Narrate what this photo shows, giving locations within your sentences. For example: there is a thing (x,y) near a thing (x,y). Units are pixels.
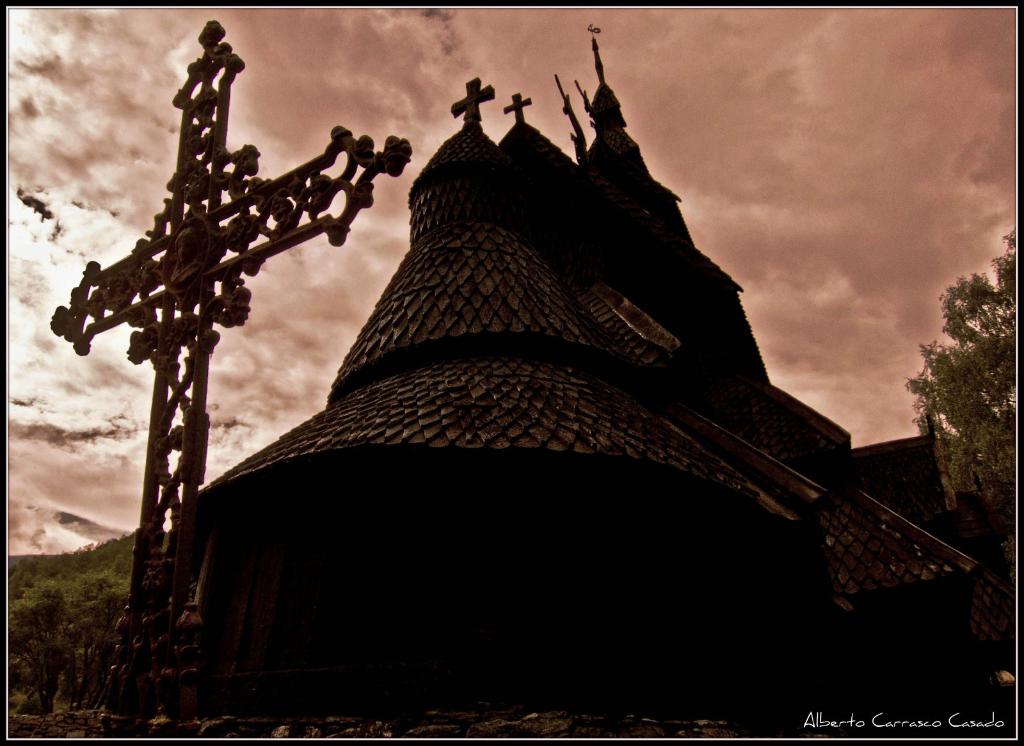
In this image we can see building (449,387), sculpture (165,418), ground (242,732), trees (82,564) and sky (958,277) with clouds (750,163).
